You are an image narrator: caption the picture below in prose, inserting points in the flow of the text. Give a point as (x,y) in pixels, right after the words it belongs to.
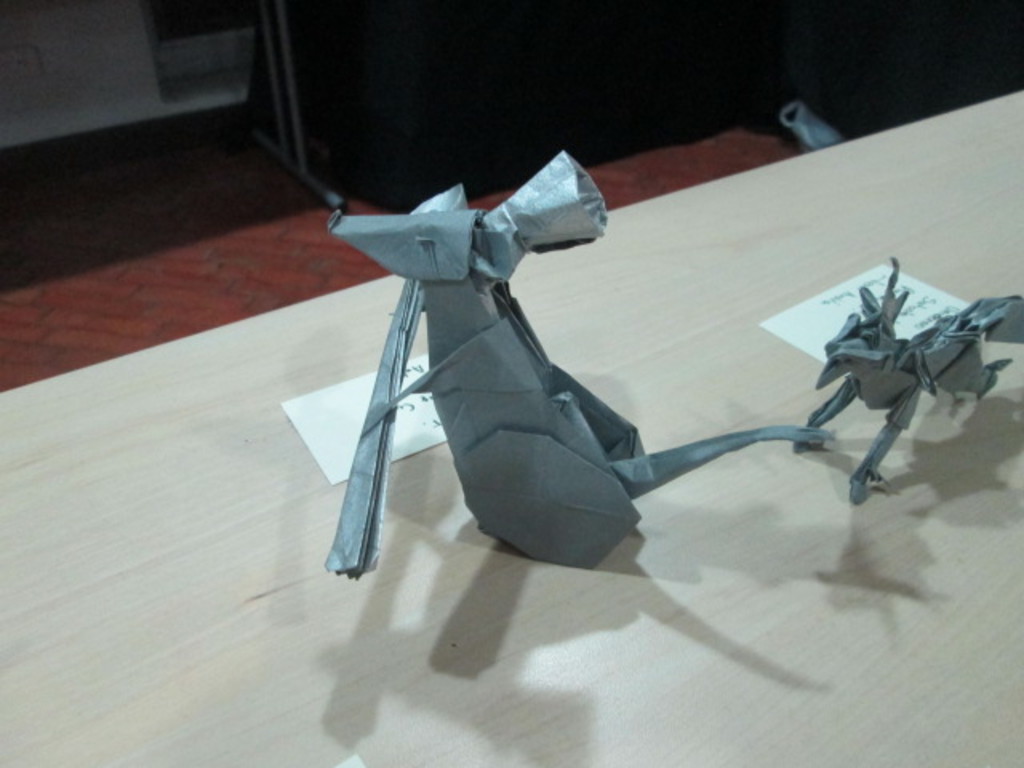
In this image, I can see two paper toys (528,429) and two pieces of papers (433,425) are placed on the table (596,370). This looks like a floor (178,261). At the top of the image (319,125), I can see another object (510,80), which is black in color.
